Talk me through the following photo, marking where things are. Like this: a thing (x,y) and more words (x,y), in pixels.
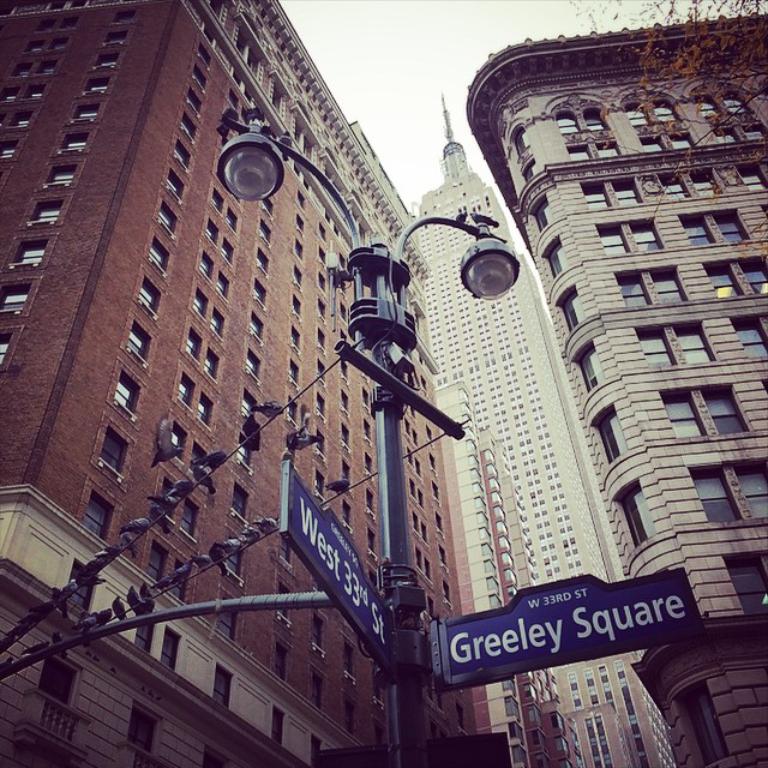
In this picture we can see the buildings (398,217). At the top of the image (404,57), there is the sky (434,60). In the top right corner of the image (699,44), there is a tree (725,60). At the bottom of the image (403,517), there is a pole (393,573) with directional boards (524,652), cables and lights (488,286). There are birds (86,564) on the cables (227,557).
